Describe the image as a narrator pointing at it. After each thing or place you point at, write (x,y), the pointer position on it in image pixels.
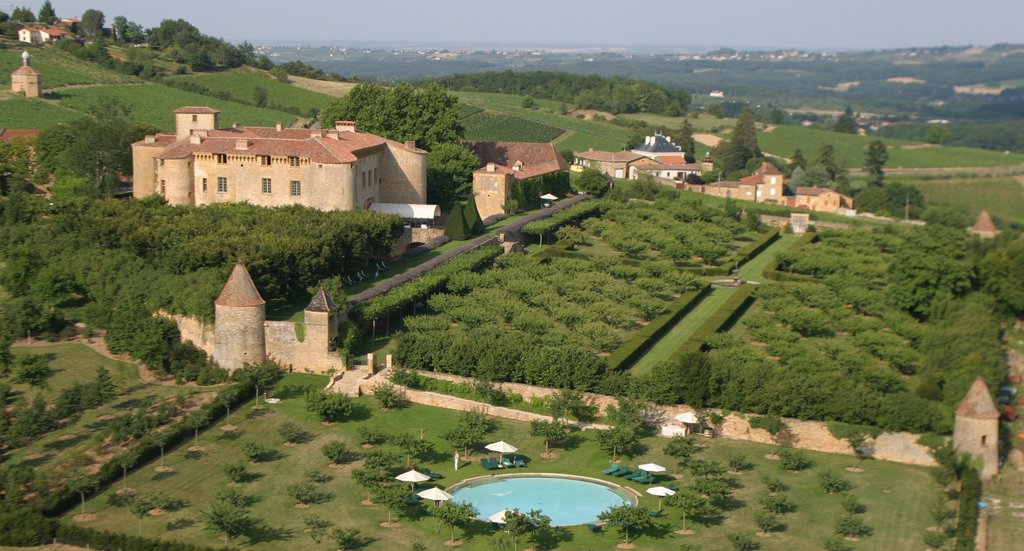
In this picture we can see trees (656,219), grass (649,357) and buildings (216,128), there is a swimming pool (568,504), umbrellas (643,467) and benches (654,475) at the bottom (432,493), we can see the sky (425,3) at the top of the picture (445,3).
